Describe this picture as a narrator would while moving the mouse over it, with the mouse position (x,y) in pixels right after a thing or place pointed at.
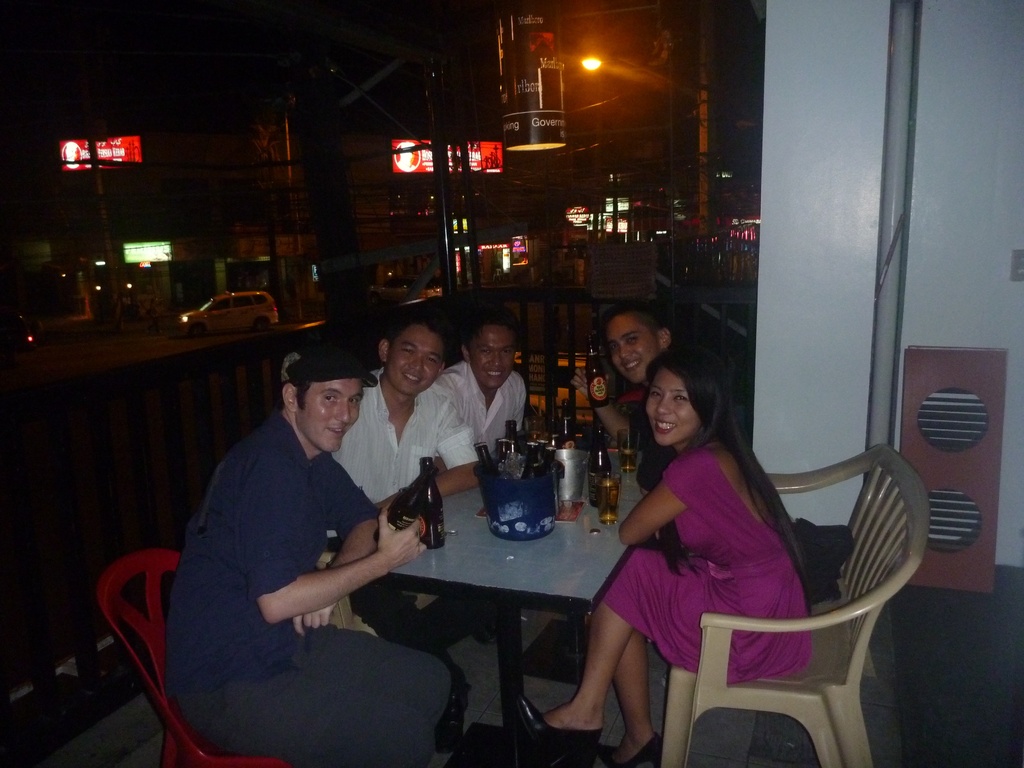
In the image we can see there are people (440,413) who are sitting on chair (677,686) and on table (451,553) there are beer bottles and in bucket (539,493) there are more beer bottles (482,458) and behind there is road (378,300) on which cars (242,305) are parked and there are buildings (510,181) and street lamp light (593,62).
